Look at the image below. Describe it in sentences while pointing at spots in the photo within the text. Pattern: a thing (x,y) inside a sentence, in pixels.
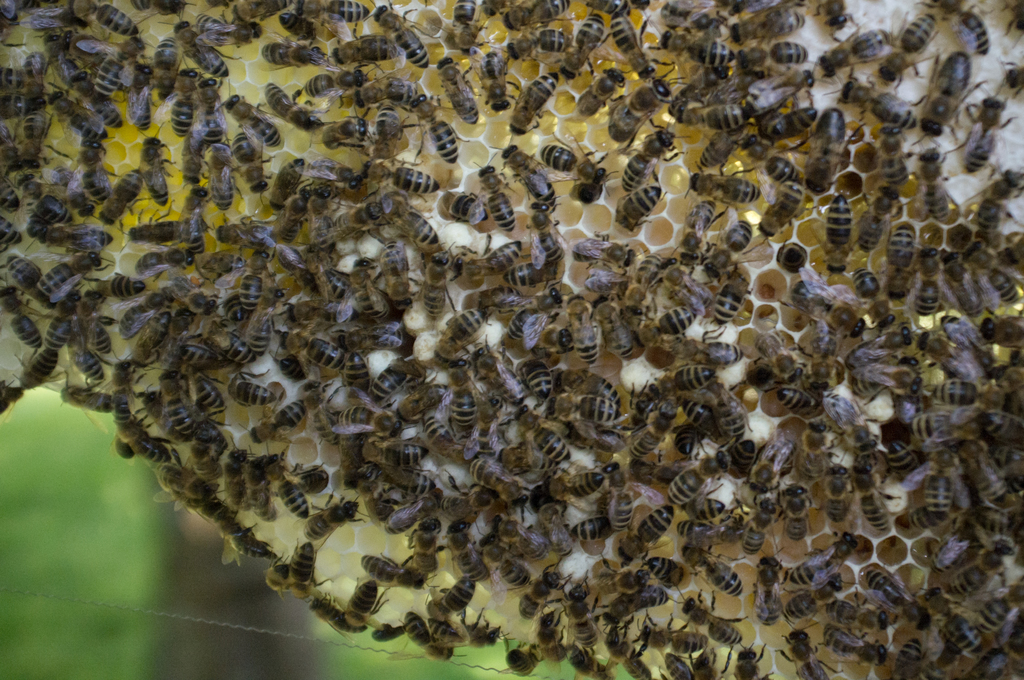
The picture consists of honey bees (876,42) and honeycomb (482,245). The background (51,623) is blurred.
